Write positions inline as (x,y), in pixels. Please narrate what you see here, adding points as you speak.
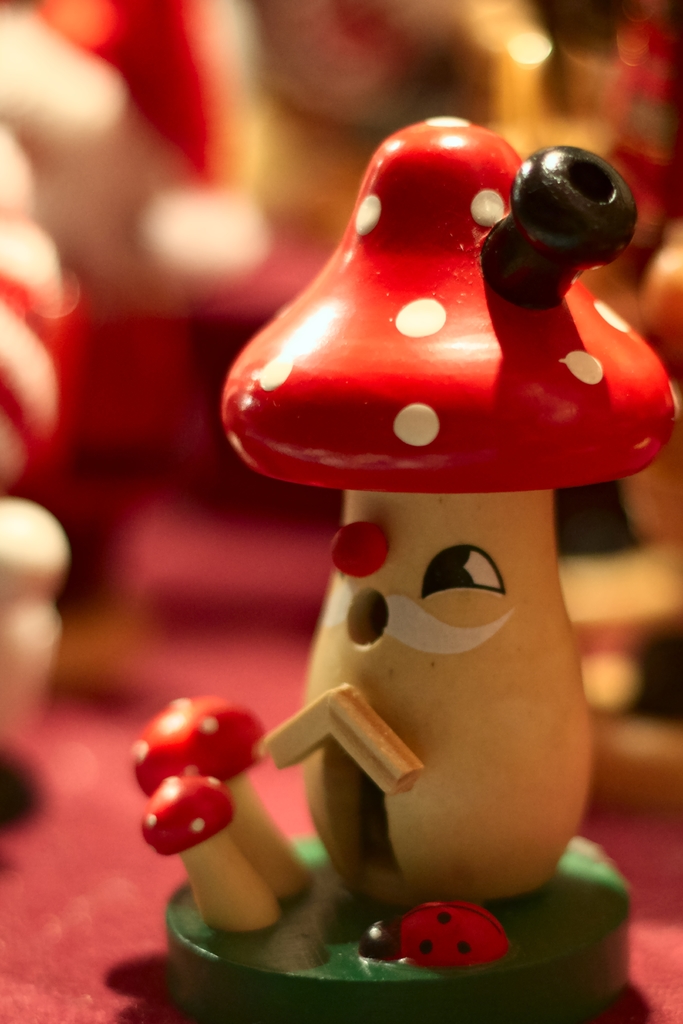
In this image I see the depiction of mushrooms (355,688) and an insect (409,919) and I see that it is blurred in the background (647,673).
